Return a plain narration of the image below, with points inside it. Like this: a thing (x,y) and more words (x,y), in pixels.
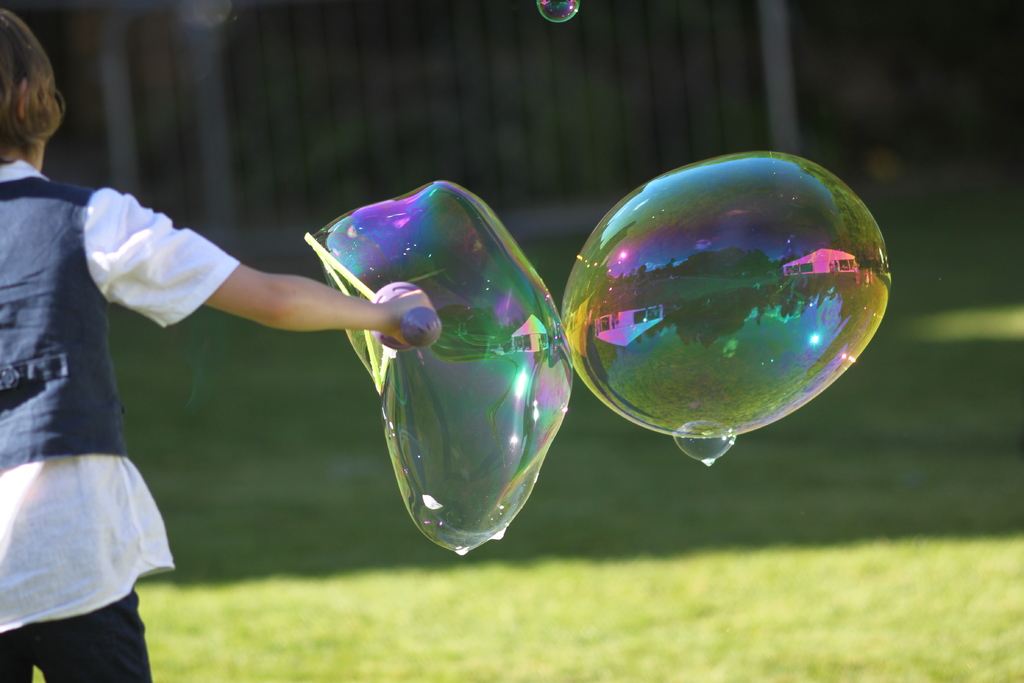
In this picture we can see a person (391,311) holding a bubble stick (424,335). There are bubbles (625,313). On the bubble (700,339) we can see the reflection (701,313) of houses (840,256) and trees (726,305). Here we can see grass (705,624). There is a dark background (877,52).
